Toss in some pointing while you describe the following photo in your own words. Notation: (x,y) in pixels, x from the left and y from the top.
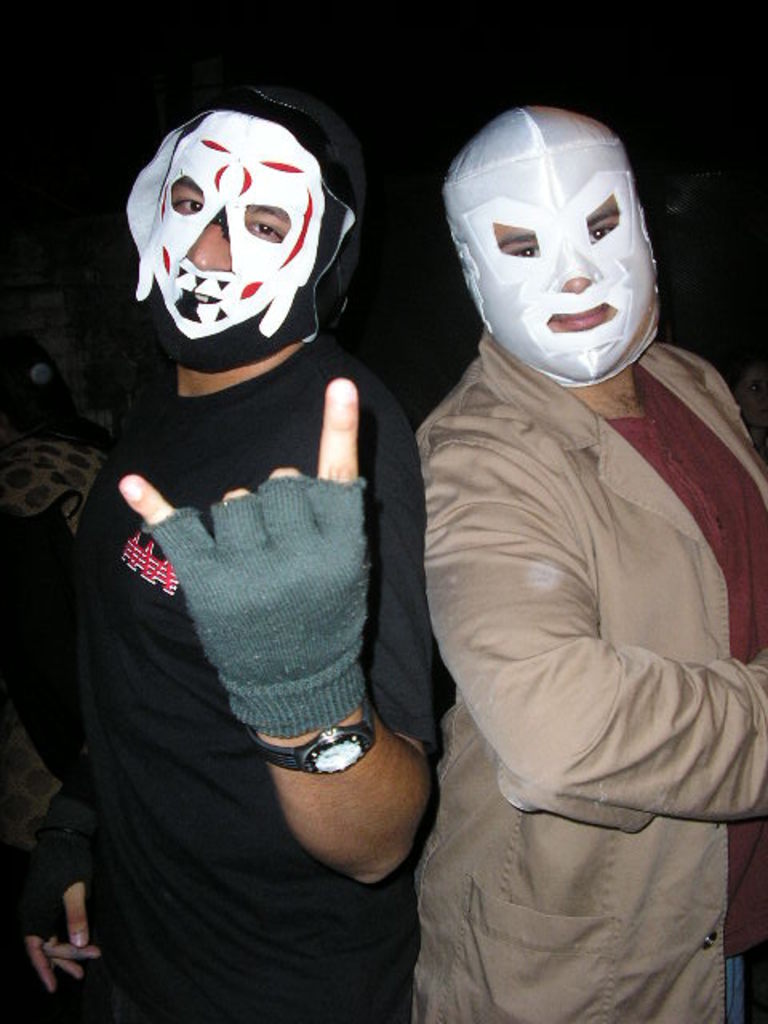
In this picture we can see two persons (390,664) are standing, these two persons (542,479) are wearing face masks (625,171), a person (262,900) on the left side (199,614) is also wearing gloves (305,682), there is a dark background (74,58).
